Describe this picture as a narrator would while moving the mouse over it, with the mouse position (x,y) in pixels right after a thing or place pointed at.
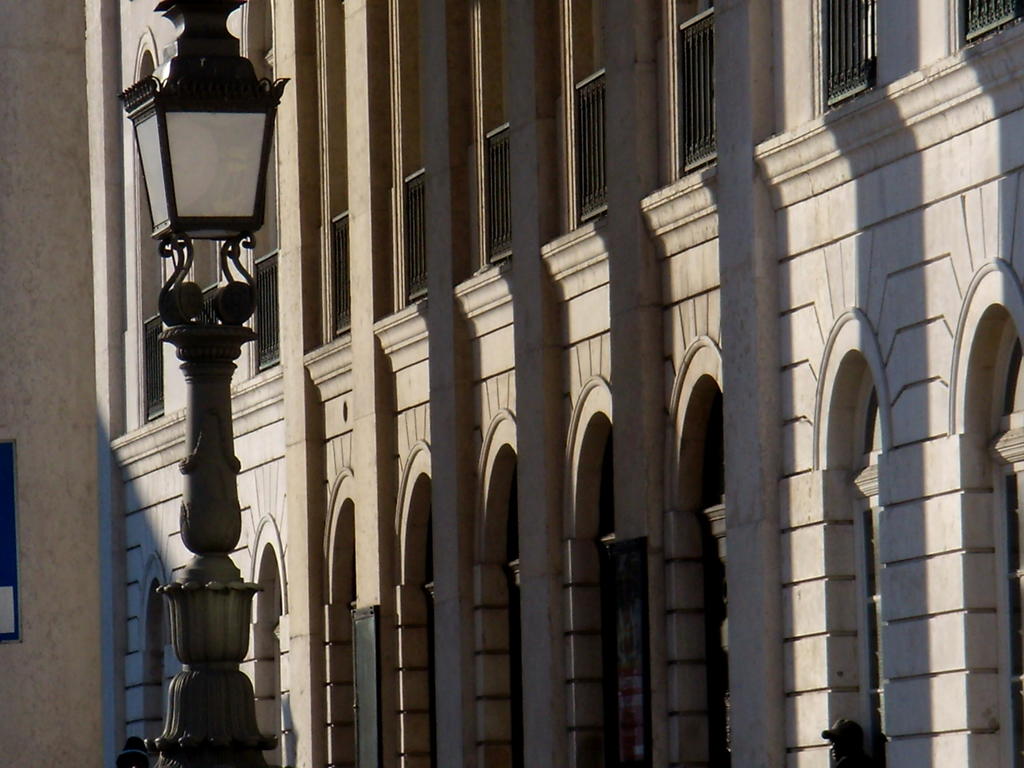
In this picture we can see a building (610,421), person (849,736), light pole (225,633) and some objects (3,462).
